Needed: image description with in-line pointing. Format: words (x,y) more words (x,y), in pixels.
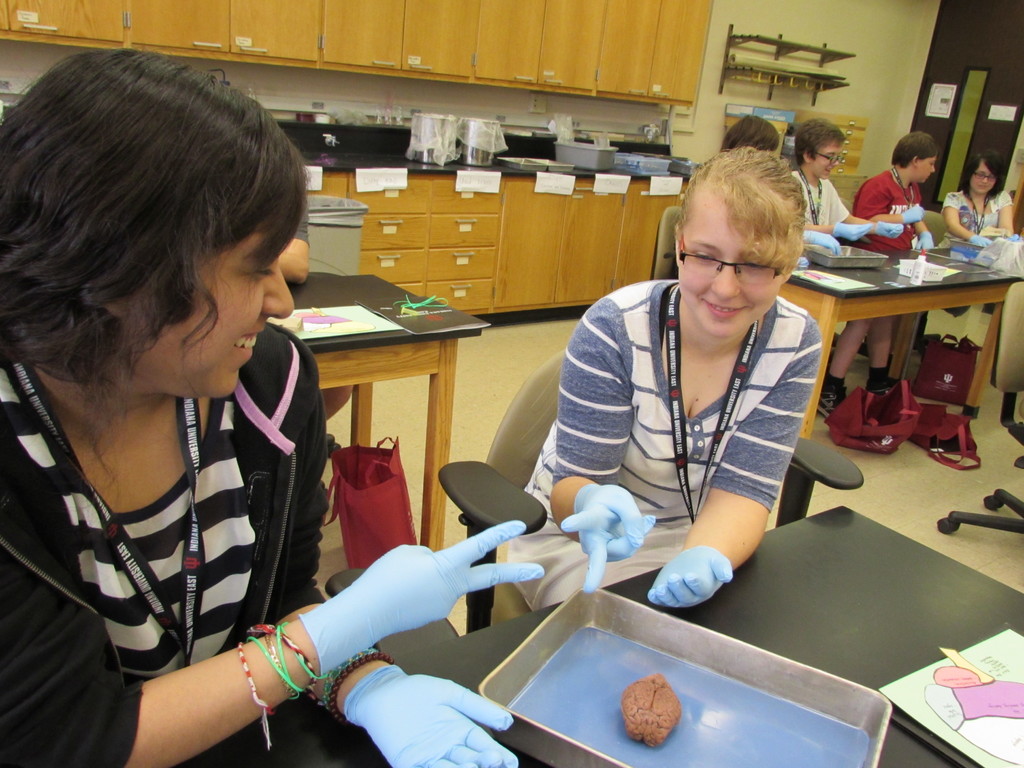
In this there are two women (742,513) sitting they have a table (991,614) in front of them and in the backdrop (878,229) there are another group of people (911,133) sitting.
